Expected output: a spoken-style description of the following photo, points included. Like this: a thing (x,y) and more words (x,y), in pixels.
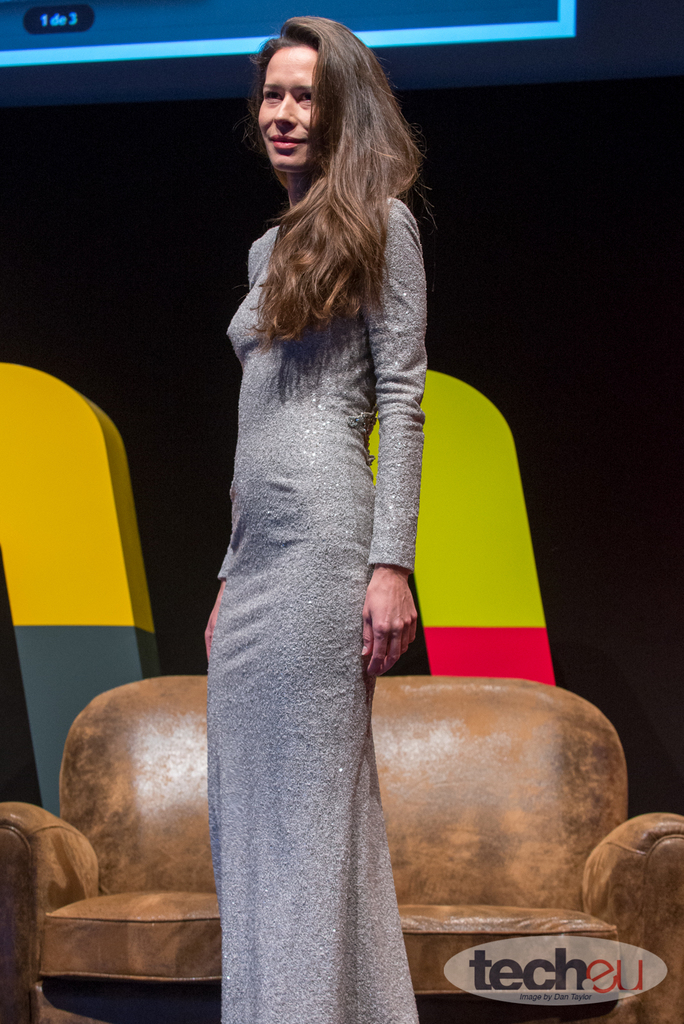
This woman (330,288) is standing and wore a ash color dress (255,536). Backside of this woman (308,686) there is a brown color couch (391,831).
